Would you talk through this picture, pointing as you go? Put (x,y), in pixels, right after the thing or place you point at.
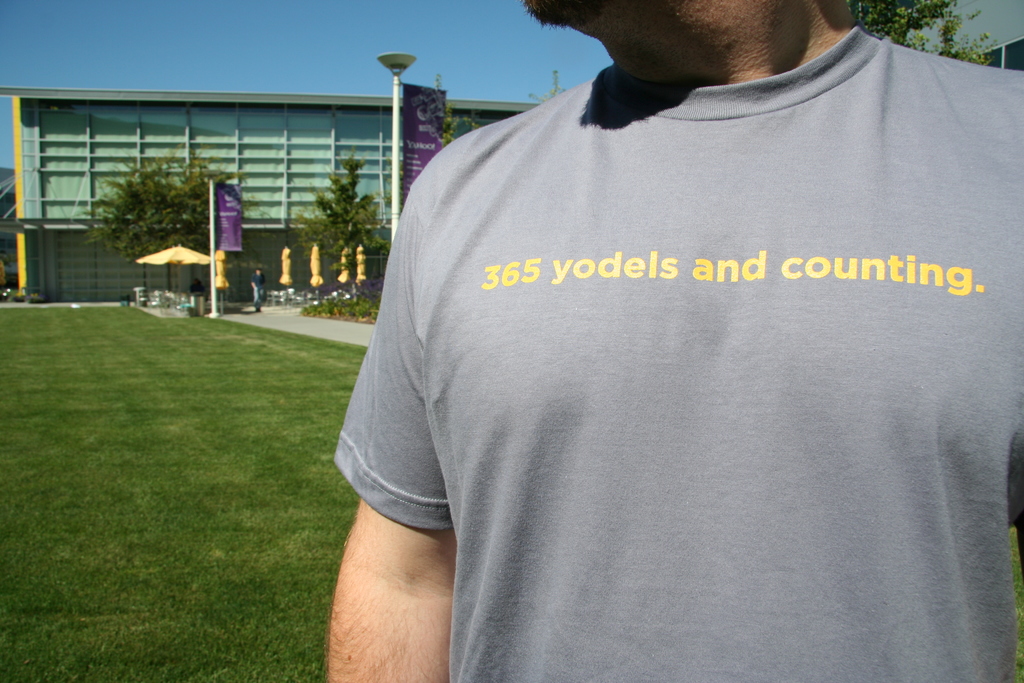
In this image we can see a person (577,295) wearing grey color T-shirt (485,334) standing and in the background of the image (210,349) we can see some grass (217,334), trees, poles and a person (261,285) walking through the walkway (163,308) and there are some trees (156,198), top of the image (82,52) there is clear sky (46,76).
